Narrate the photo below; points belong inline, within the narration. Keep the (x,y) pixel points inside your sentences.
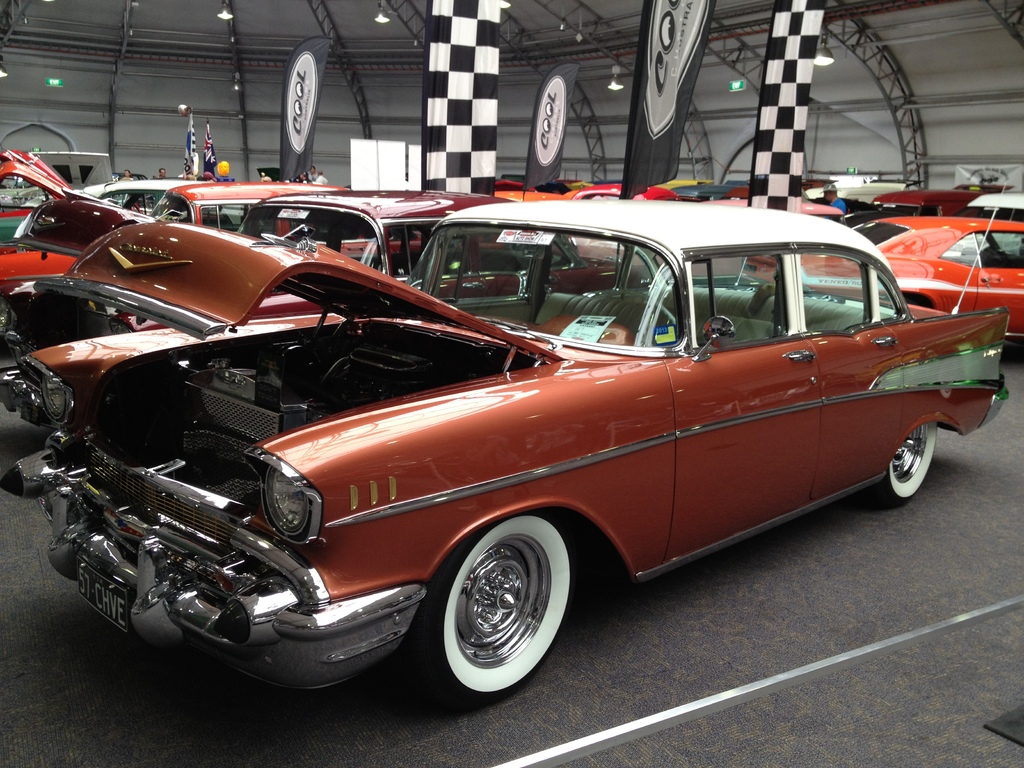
In this picture I can see cars (468,491). In the background (457,134) I can see flags (454,114).
